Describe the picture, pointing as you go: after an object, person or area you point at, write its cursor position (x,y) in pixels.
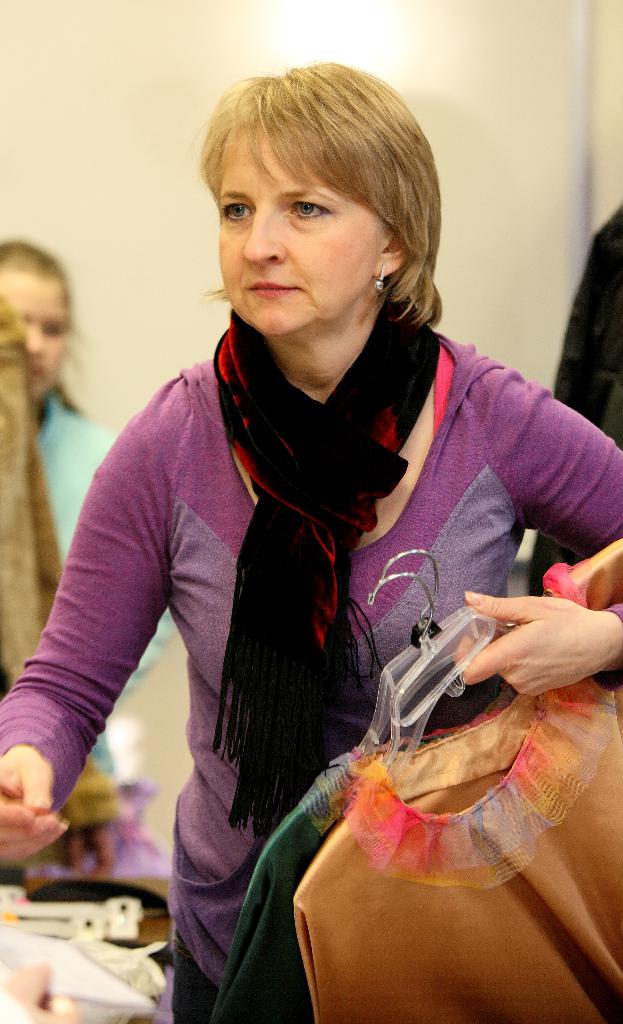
In this image I can see a woman (200,538) is standing in the front (409,538) and I can see she is holding few clothes (455,796) with hangers (422,670). I can also see a black and red colour cloth (324,461) around her neck (324,388). On the left side of this image (12,901) I can see few white colour things (96,938) and one more person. I can also see a light (411,6) on the top side of this image (406,12) and a black colour thing (622,439) on the right side (566,370). I can also see this image is little bit blurry in the background (449,149).
